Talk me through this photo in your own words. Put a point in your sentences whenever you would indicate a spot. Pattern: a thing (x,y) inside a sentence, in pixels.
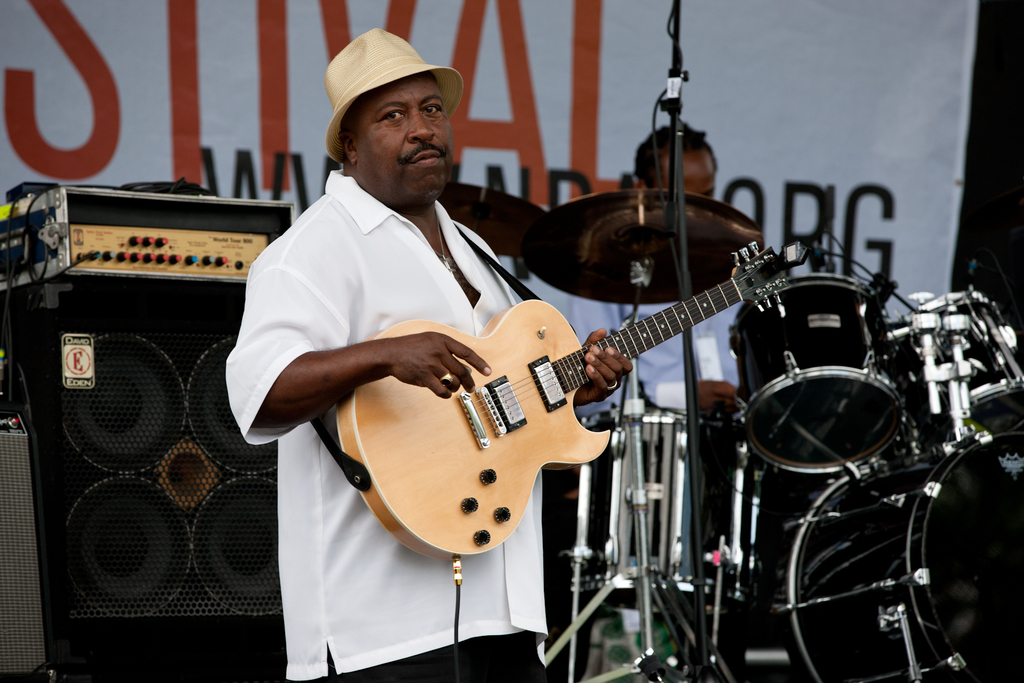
There is a person (393,196) in white color shirt (388,209) wearing a cap (362,69), holding and playing guitar (463,467). In the background (764,468), there are drums (736,479), speaker (184,532), hoarding (186,63), and a person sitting and playing drums (674,529).
